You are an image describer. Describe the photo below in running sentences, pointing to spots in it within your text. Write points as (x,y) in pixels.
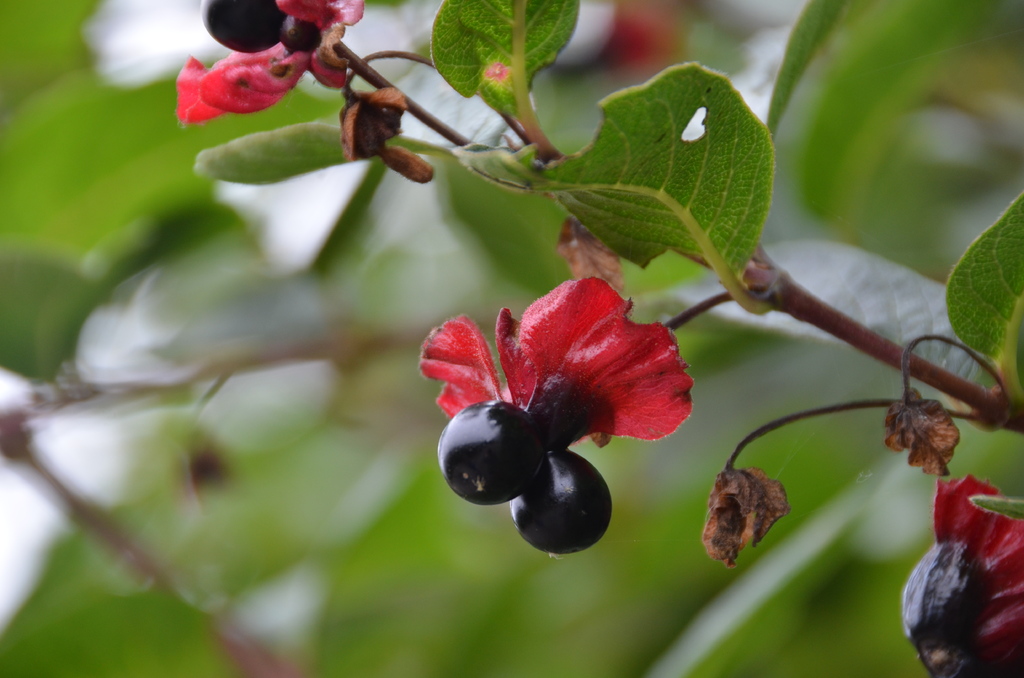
In this image we can see fruits (572,407) and leaves (647,172) of a plant (819,277) and it seems like there are leaves (261,289) in the background (826,124).
